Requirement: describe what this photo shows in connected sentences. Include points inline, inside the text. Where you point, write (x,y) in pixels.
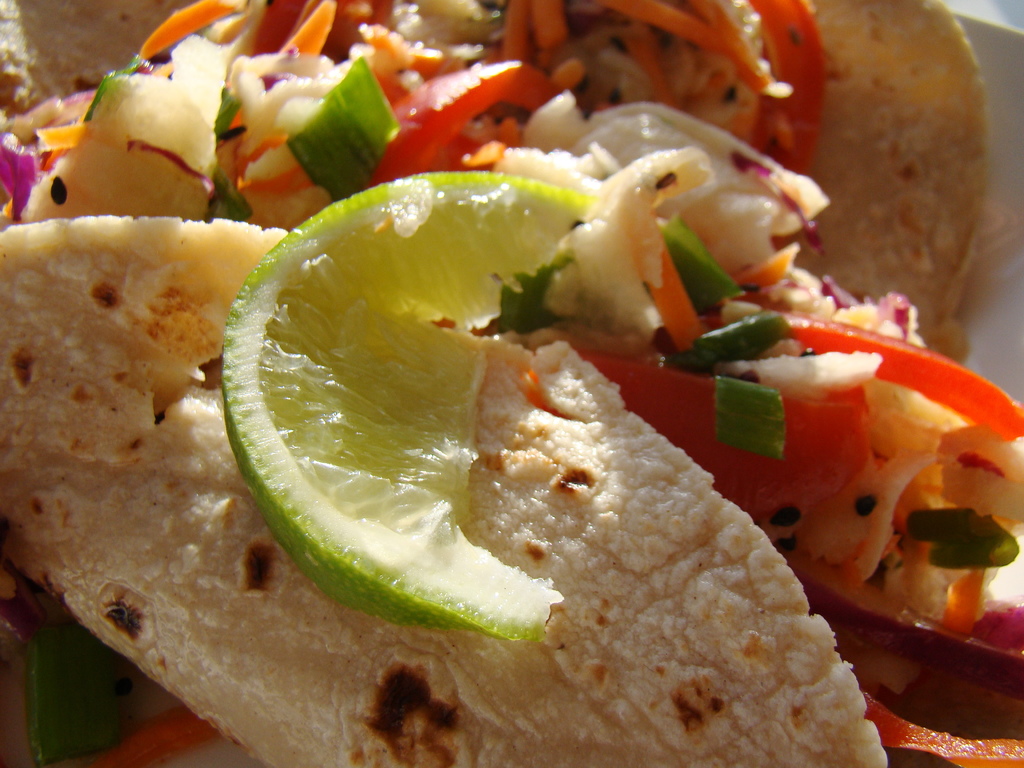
In this picture we can see a piece of sweet lemon (388,496), a tortilla (512,535) and some other food (699,283) present here.
